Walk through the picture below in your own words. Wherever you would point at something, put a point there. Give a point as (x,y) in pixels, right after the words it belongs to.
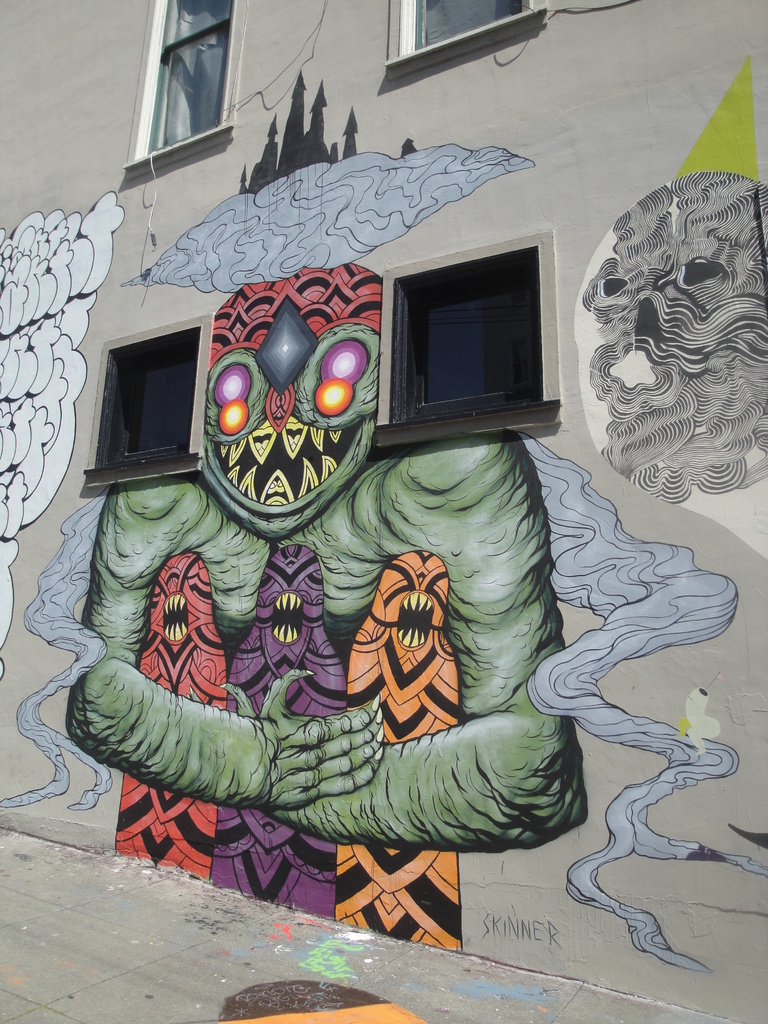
In this image I can see there is a painting (479,574) of monsters (477,652) on the wall (449,654) of a building (529,668) and there are glass windows (428,388).
